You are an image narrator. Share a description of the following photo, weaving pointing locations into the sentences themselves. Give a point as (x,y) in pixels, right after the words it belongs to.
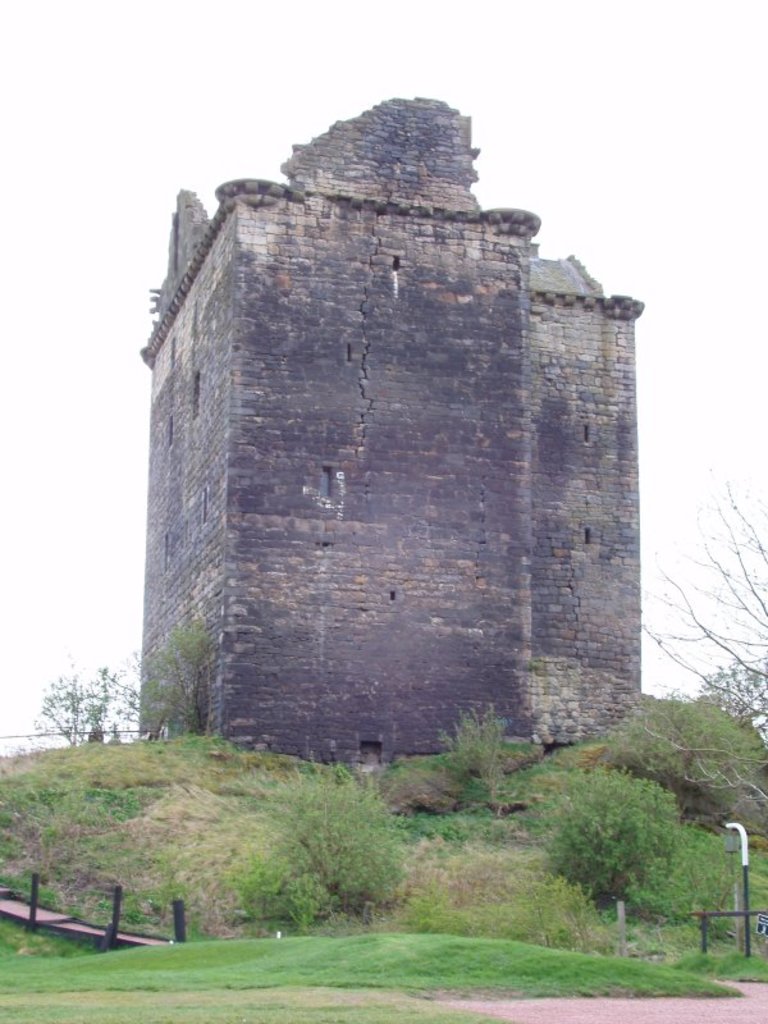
In this image I can see a building (378,494) and bushes (307,809).
